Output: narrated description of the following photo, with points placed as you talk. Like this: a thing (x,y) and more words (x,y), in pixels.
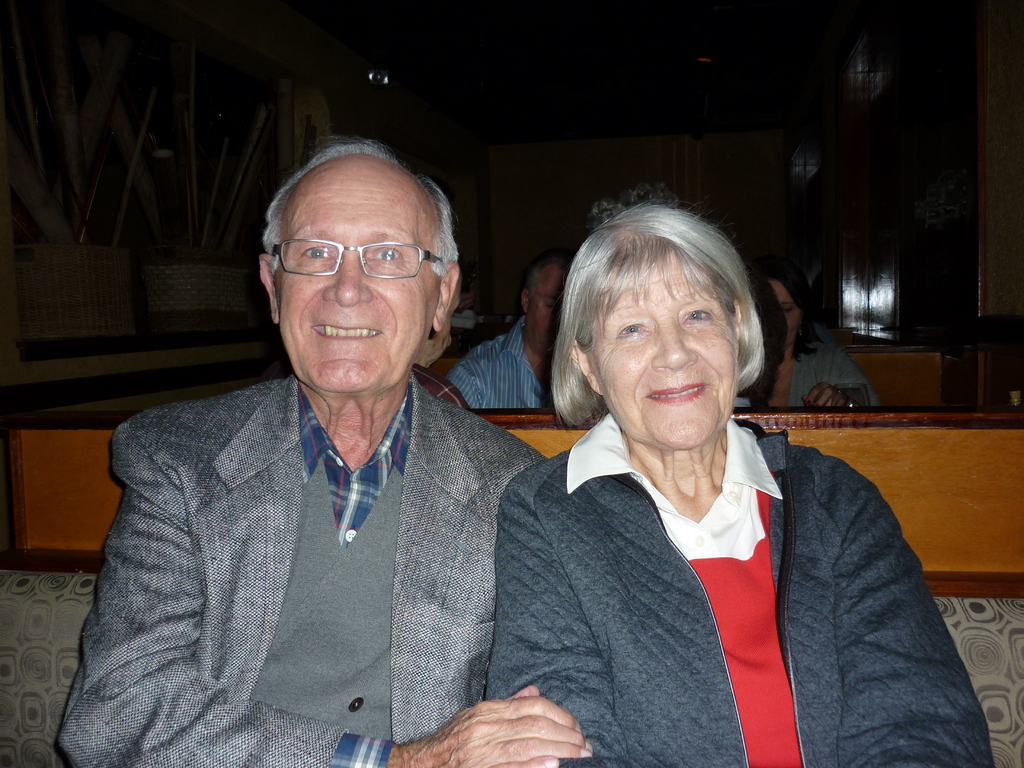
In the foreground of the image (529,651) we can see two persons (727,394) sitting on a chair (68,670). One person (384,730) is wearing spectacles (414,268) with grey coat (237,665). A woman (602,529) is wearing a red shirt (763,623) and a coat (527,605). In the background (835,372). we can see two persons (495,346) sitting on the chair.
